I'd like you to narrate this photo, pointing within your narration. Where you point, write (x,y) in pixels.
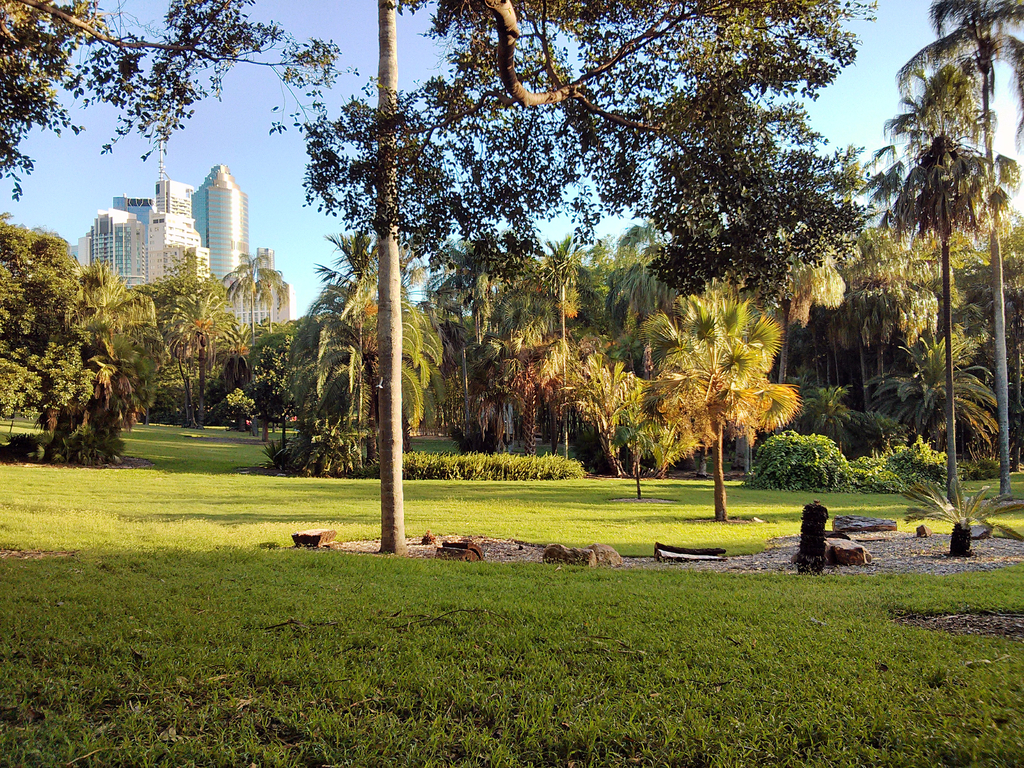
In this image we can see some trees (380,473), garden area (288,582) and at the background of the image (179,234) there are some buildings (140,234) and clear sky (52,144).
